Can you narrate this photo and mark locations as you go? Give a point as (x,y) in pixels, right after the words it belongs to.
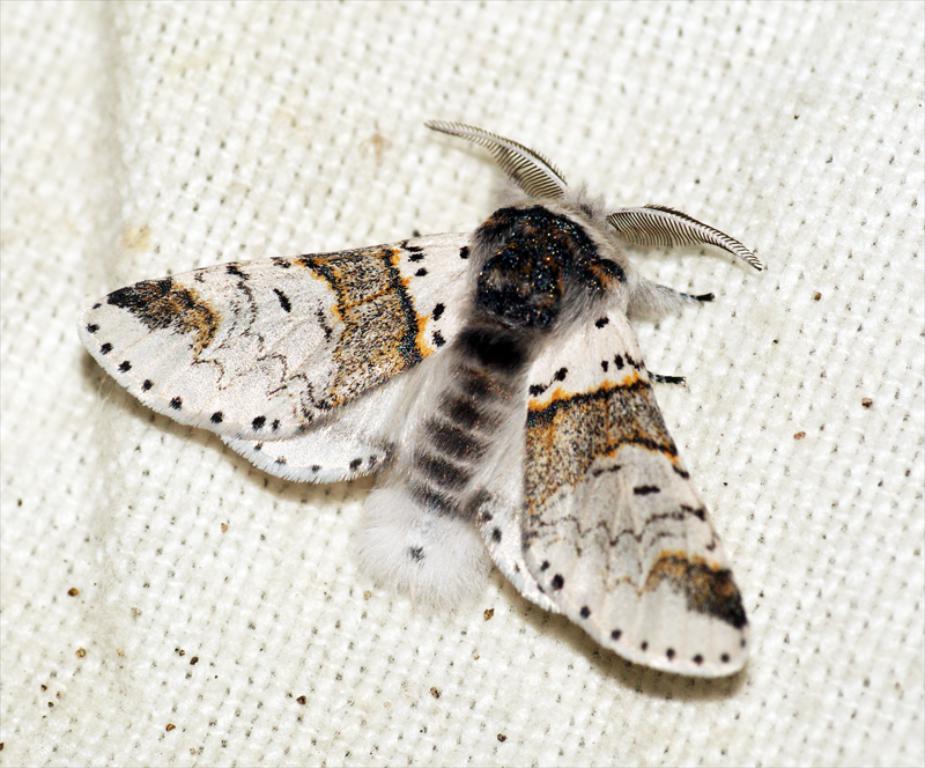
In the center of the image (406,336) we can see a moth (644,528). At the bottom (285,687) there is a jute cloth (567,661).
